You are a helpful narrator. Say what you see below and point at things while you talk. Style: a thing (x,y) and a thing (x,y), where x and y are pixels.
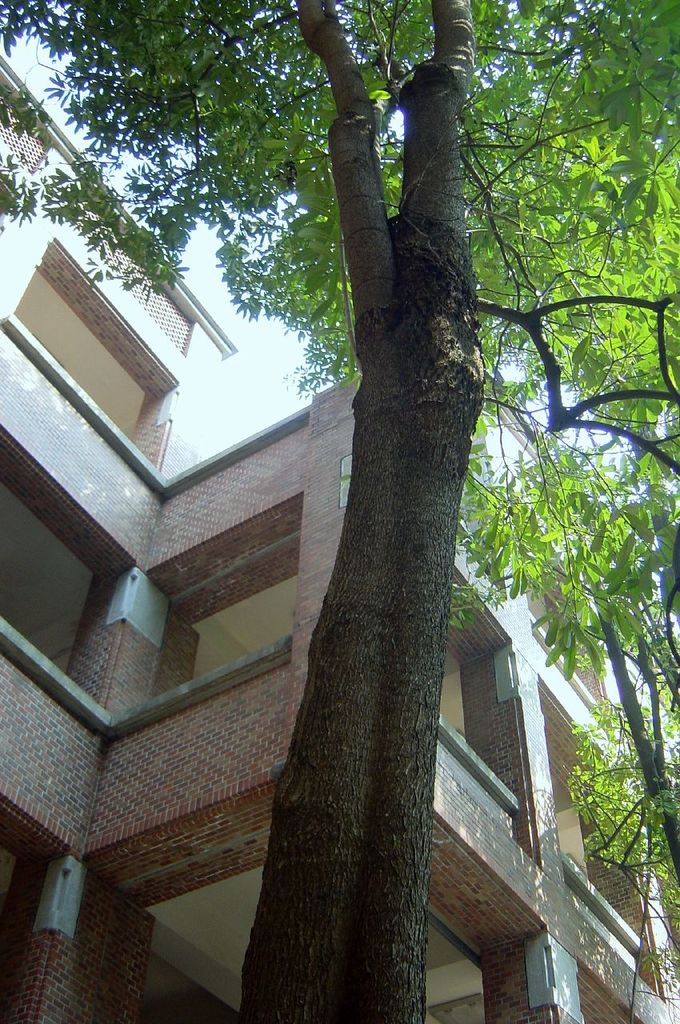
In this image in the foreground (392,543) there are trees (583,748), and in the background (118,685) there is a building (203,537) and sky (230,335).
